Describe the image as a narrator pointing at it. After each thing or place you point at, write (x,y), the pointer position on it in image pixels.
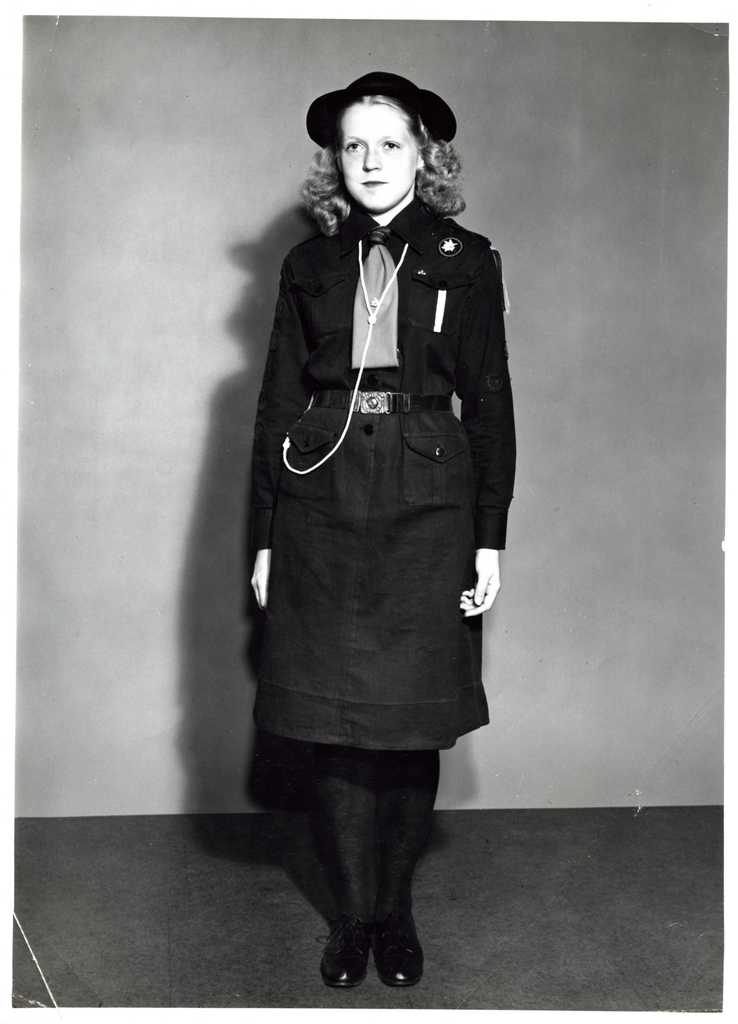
In this image I can see the person (313,499) standing and wearing the dress (369,438) and also the hat (411,107). I can see the wall (178,456) in the back (252,683). This is a black and white image.
